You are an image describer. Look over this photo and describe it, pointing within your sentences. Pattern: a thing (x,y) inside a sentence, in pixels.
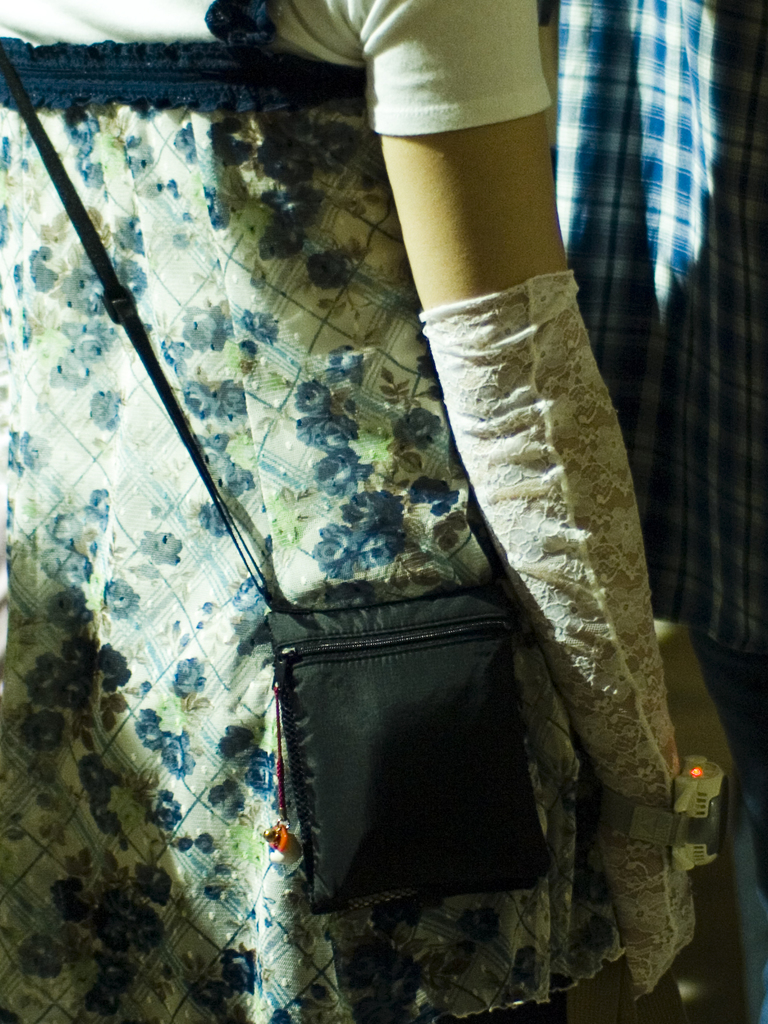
This is a zoomed in picture. In the foreground (283,103) there is a person (464,212) wearing a white color dress (235,309), black color sling bag (478,759), glove (571,712) and seems to be standing on the ground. In the background (682,21) there is a blue color cloth (668,344).
